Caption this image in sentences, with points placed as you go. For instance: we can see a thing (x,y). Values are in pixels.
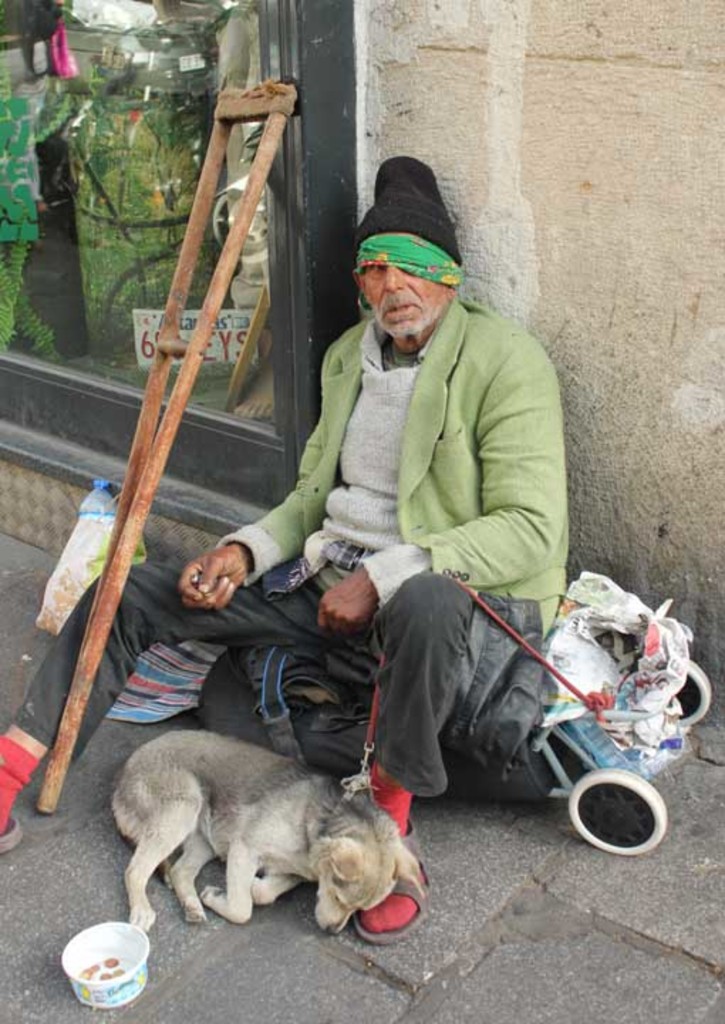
In this image I see a man (77,649) and there is a dog (344,831) near him and they are on the path (448,870). I can also see a bowl (81,998), a stick (138,423) and the wall (639,511).
